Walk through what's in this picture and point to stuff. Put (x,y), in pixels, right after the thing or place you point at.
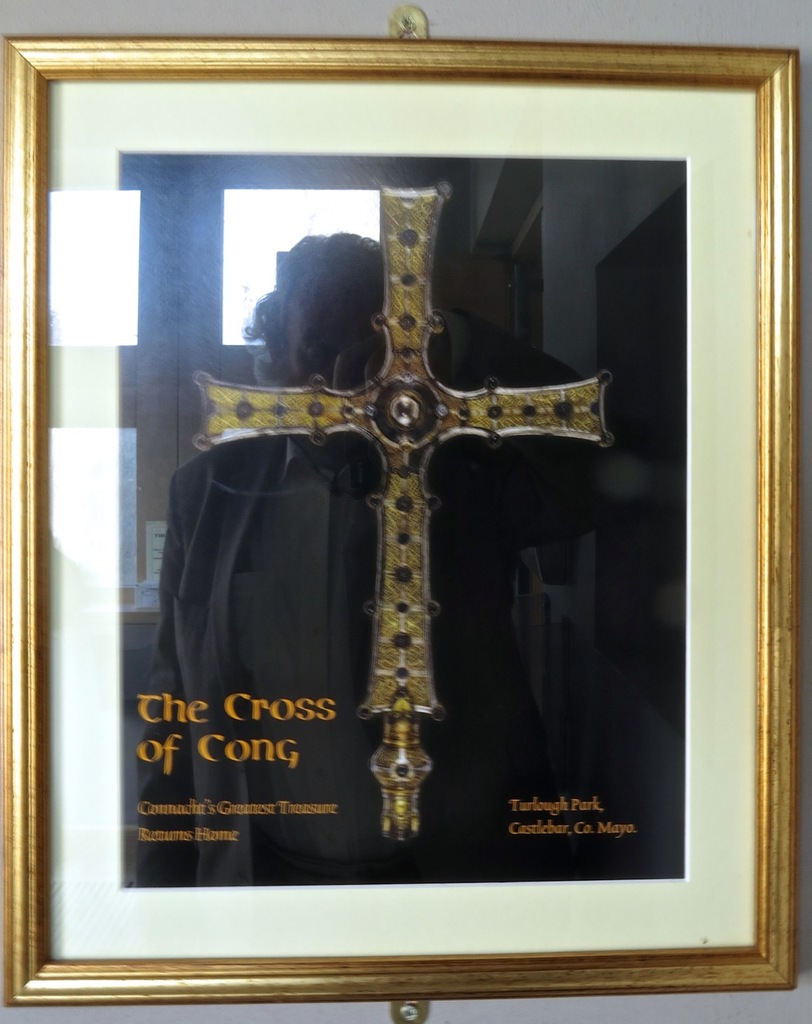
In this image, we can see photo frame (756,447) on the wall (659,1011) contains a cross (409,479) and some text (216,743).
